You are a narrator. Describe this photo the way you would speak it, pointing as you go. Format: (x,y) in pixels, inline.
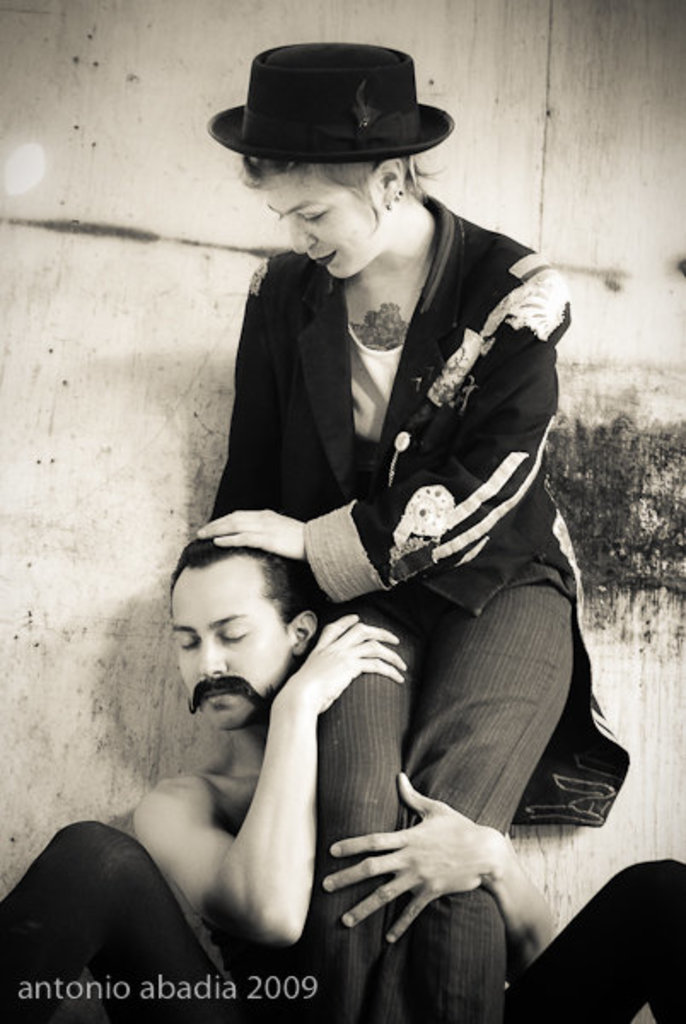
In this image we can see black and white picture of people (422,614). One person (262,841) is sitting and one woman (455,367) is sitting above him. In the bottom left side of the image (121,982) we can see some text (266,997). In the background (660,822), we can see a wall (680,771).
